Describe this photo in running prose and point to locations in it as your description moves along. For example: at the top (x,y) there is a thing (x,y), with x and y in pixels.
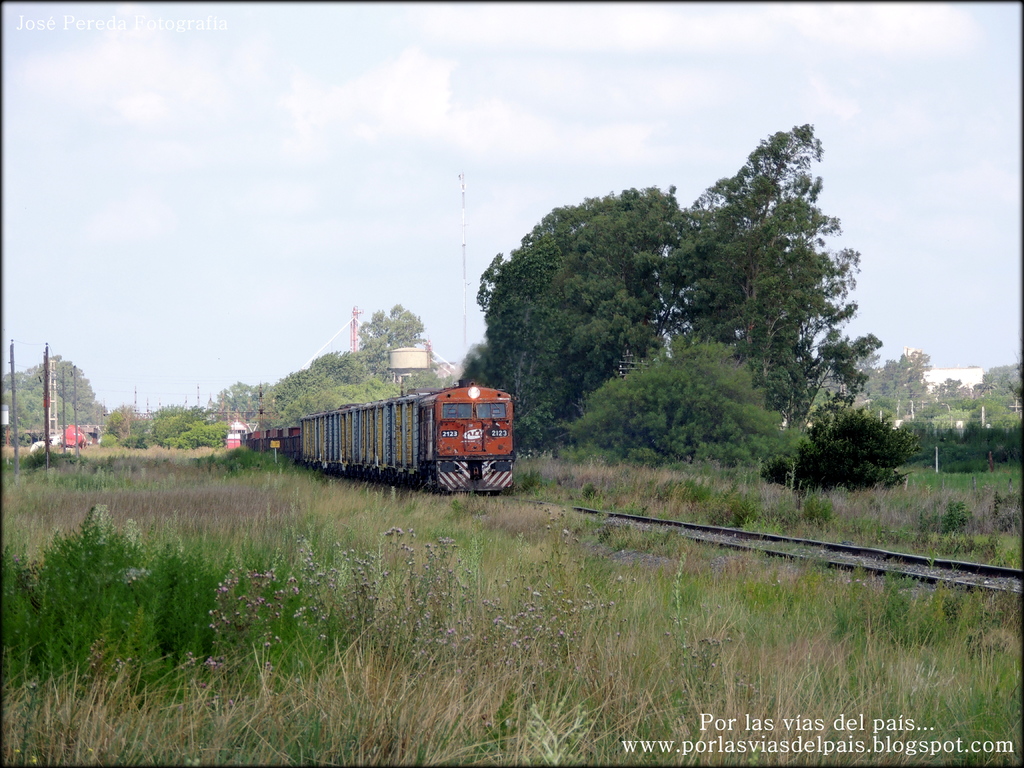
As we can see in the image there is grass (691,575), trees (801,422), train (414,403), railway track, current poles (50,387) and a sky (498,88).
